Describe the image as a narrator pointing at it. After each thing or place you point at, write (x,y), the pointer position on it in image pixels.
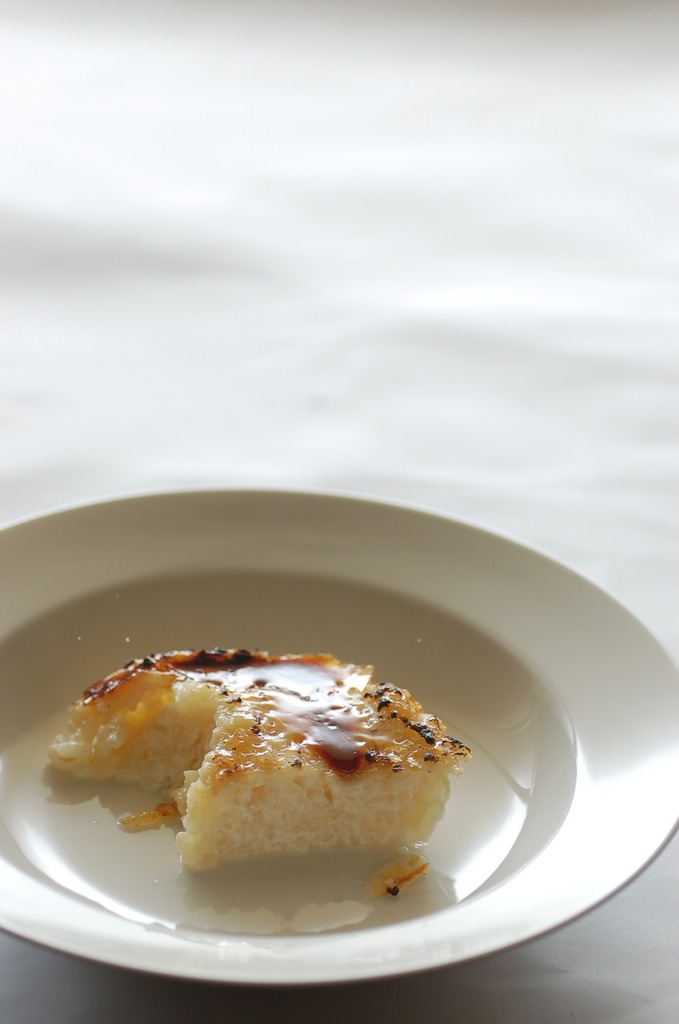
In this image I can see food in the plate (538,891). The background (84,339) is white in color.
